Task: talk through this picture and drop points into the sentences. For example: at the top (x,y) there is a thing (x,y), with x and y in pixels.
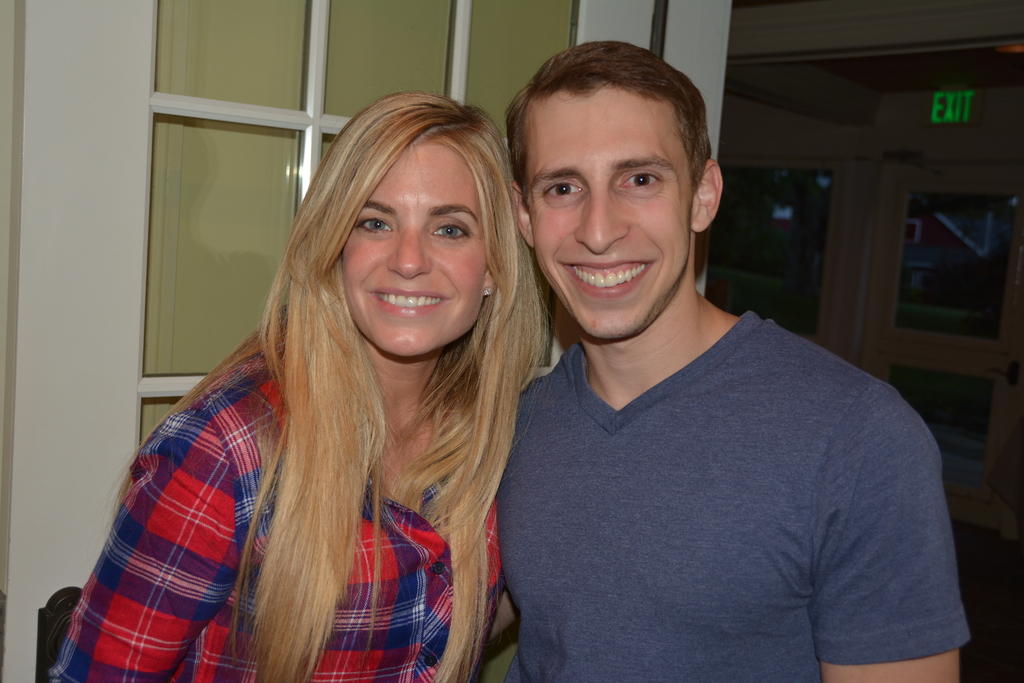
In this picture there is a boy (634,389) and a girl (404,330) in the center of the image (585,265) and there is a door (379,0) behind them, it seems to be there are windows (807,214) and a exit board (942,108) in the background area of the image (908,219).
